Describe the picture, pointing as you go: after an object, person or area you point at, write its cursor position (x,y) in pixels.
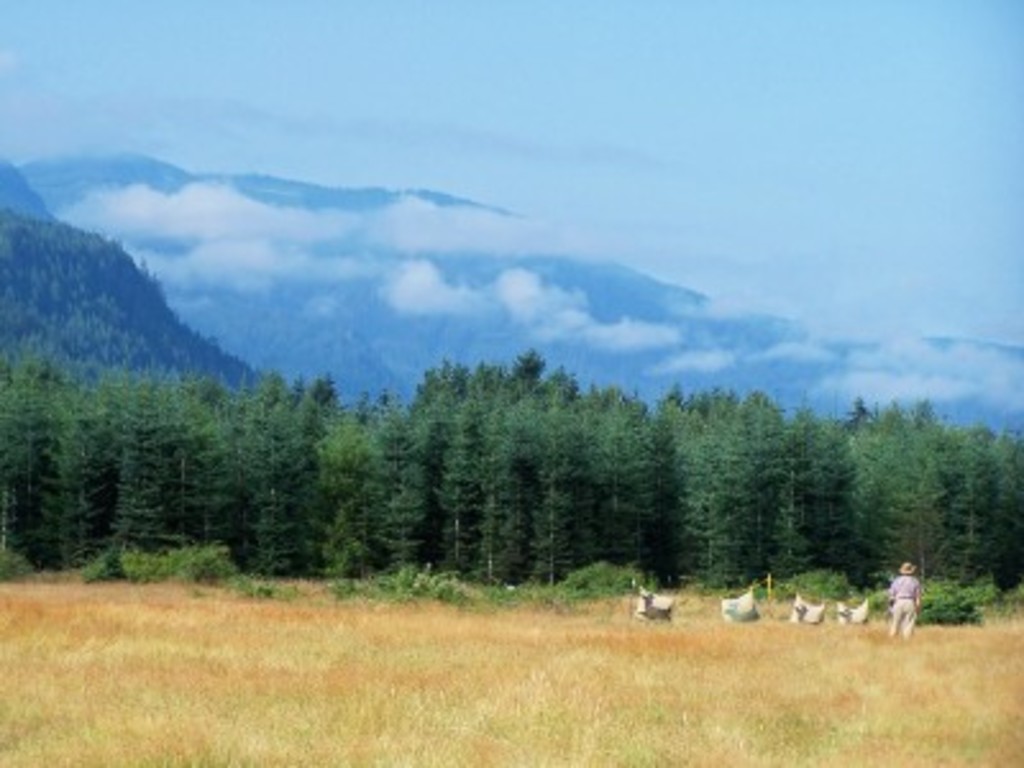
This picture is clicked outside the city. In the foreground (362,723) we can see the grass (729,715). In the center (478,433) we can see the plants (424,577) and trees (878,492) and there is a person (896,599) standing on the ground (859,626) and there are some objects (858,611) seems to be placed on the ground (689,612). In the background (406,80) we can see the sky (522,77) which is full of clouds (508,224) and there are some objects (17,199) seems to be the hills (263,315).
